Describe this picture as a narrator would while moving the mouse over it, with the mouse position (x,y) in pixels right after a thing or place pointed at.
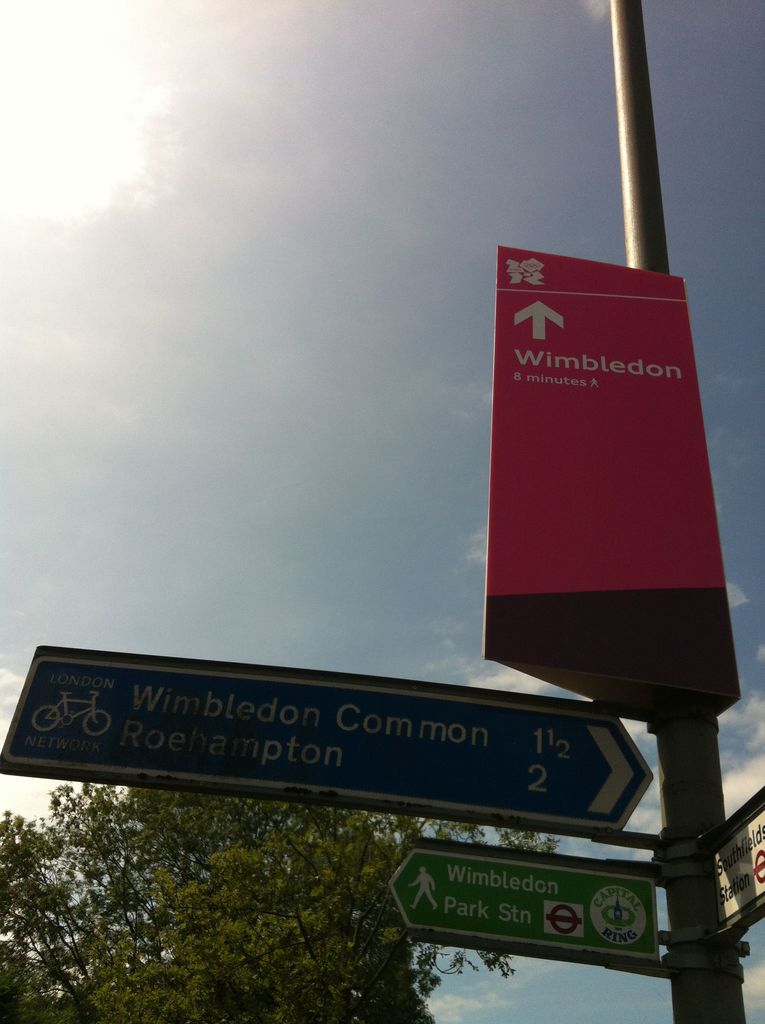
In the picture there is a pole (639,124) and there is a direction board (379,763) and some other boards (54,702) were attached to that pole (628,169), in the background (284,921) there is a tree (414,999).
